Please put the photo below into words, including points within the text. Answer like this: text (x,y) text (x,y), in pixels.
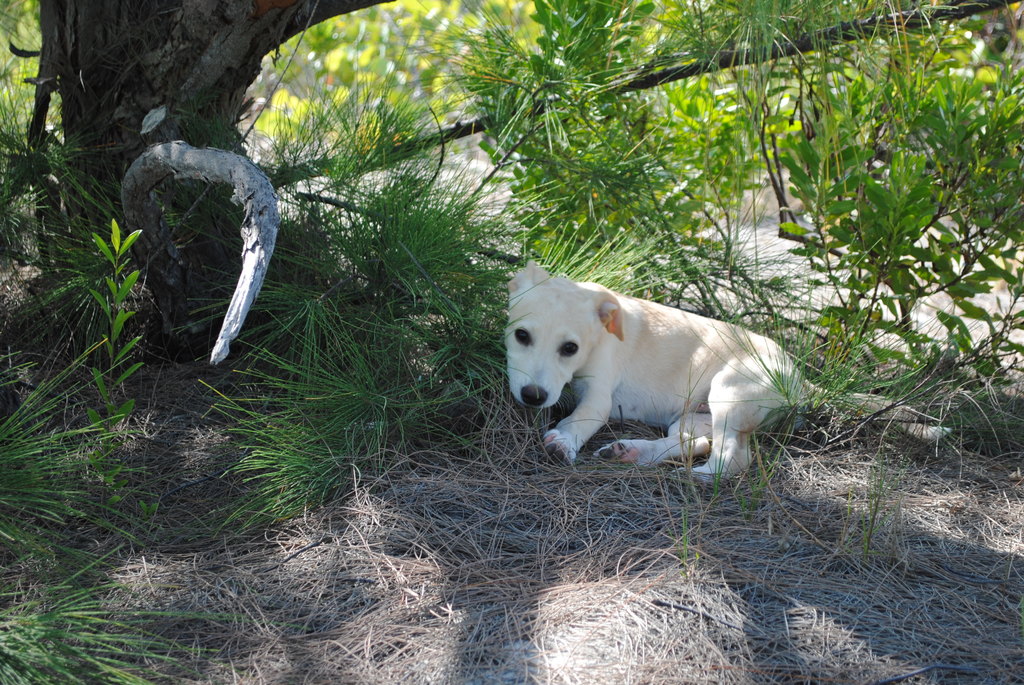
In this image we can see a dog (613,336) lying on the grass (535,448) and trees (424,148) in the background (486,96).
